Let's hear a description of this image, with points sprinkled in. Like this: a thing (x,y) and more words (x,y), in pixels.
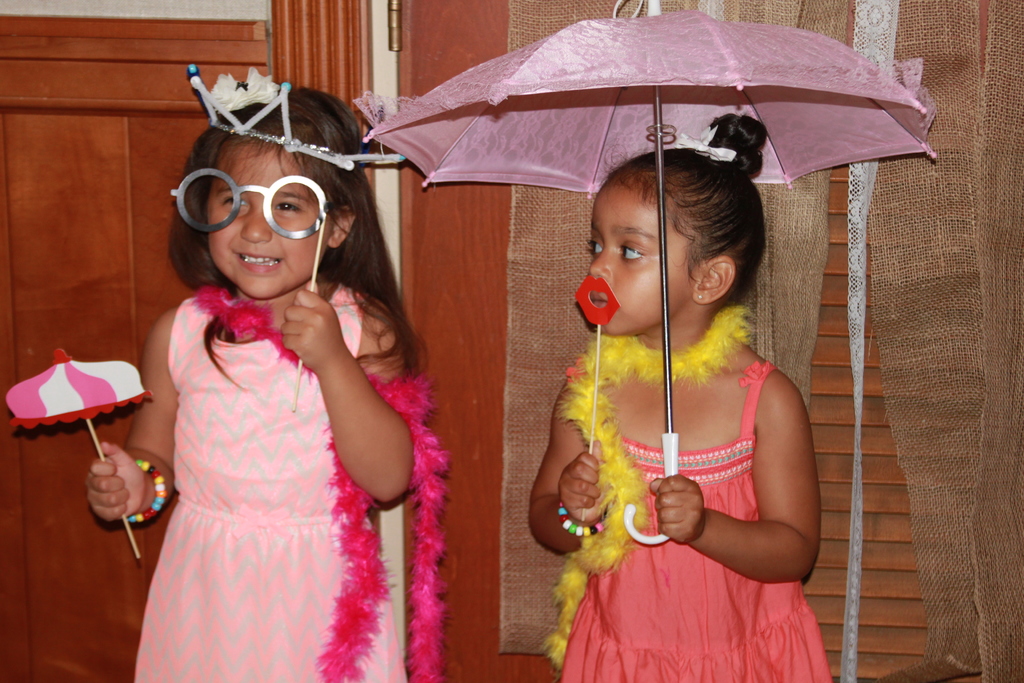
To the left side of the image (276,118) there is a girl (348,295) holding a toy (108,383). To the right side of the image (781,420) there is a girl (768,406) holding a umbrella (675,144). In the background of the image (81,266) there is wooden door (495,26).
